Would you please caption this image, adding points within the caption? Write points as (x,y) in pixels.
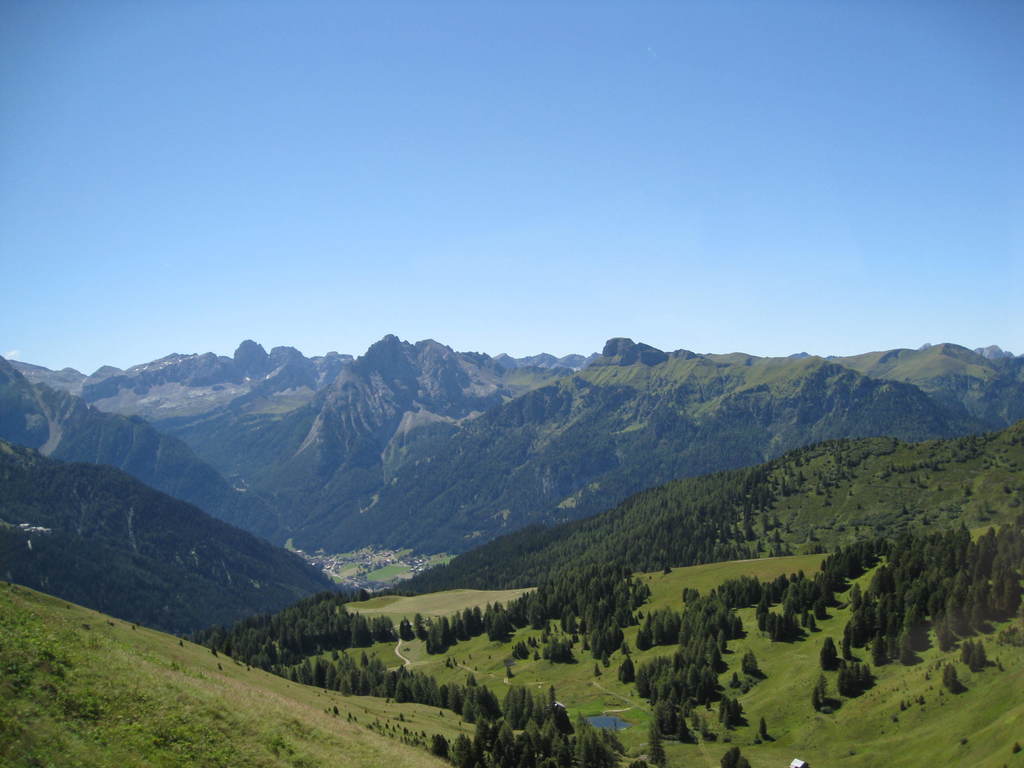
In this image there are trees (539,535), mountains (481,387) and the sky (494,210).
